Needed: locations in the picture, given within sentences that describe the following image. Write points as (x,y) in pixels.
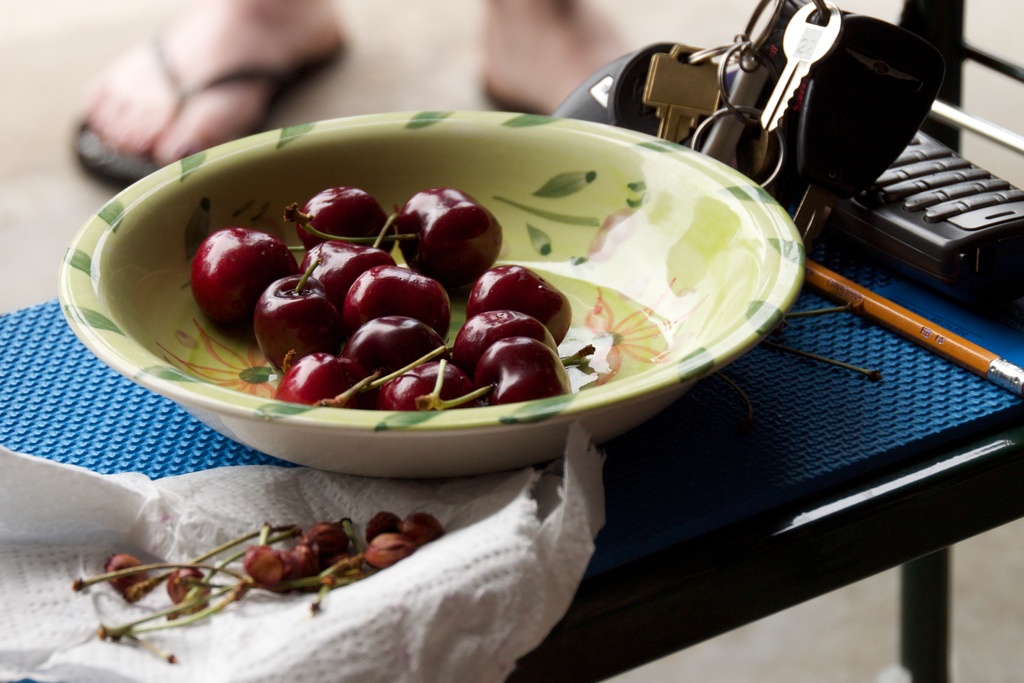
In this picture we can see cherries (429,388) in a bowl (113,292). There are a few key chains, remote (867,242) and seeds (411,528) on the blue color table (809,597). We can see a person's feet (525,75) in the background (251,26). Background (557,50) is blurry.
